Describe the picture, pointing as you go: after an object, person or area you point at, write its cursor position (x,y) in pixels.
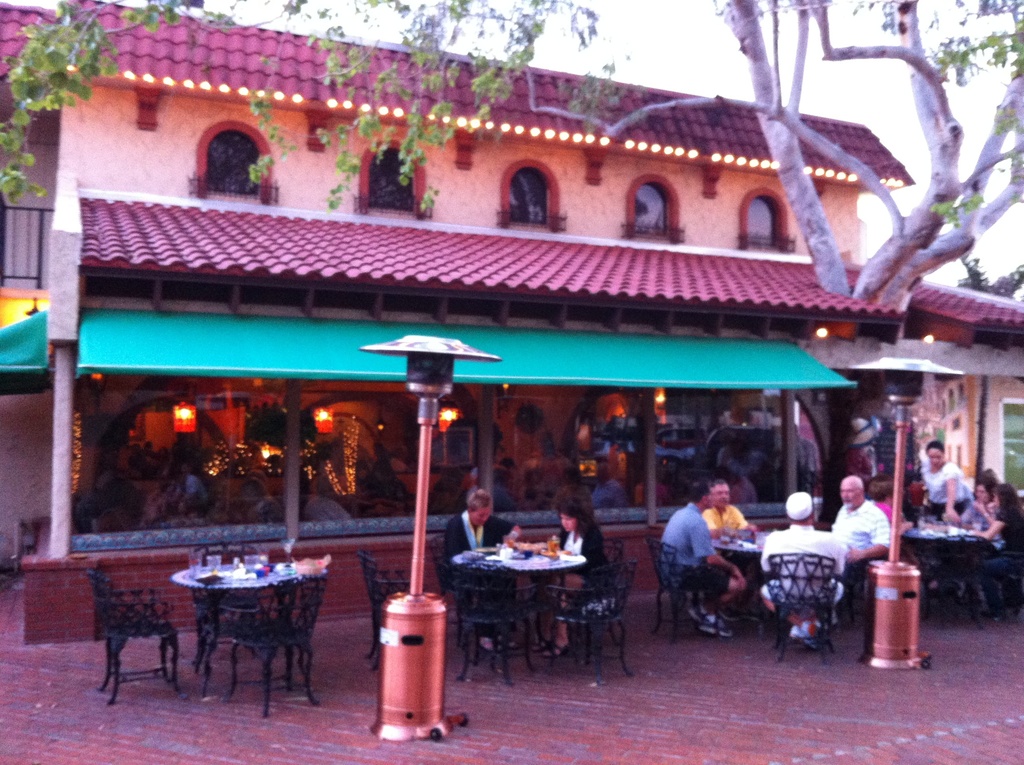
In this image I can see the group of people (696,578) sitting on the chairs (578,620) and these people (706,554) are in front of the building (473,287). There is also a tree (811,194) and a sky (543,65).
